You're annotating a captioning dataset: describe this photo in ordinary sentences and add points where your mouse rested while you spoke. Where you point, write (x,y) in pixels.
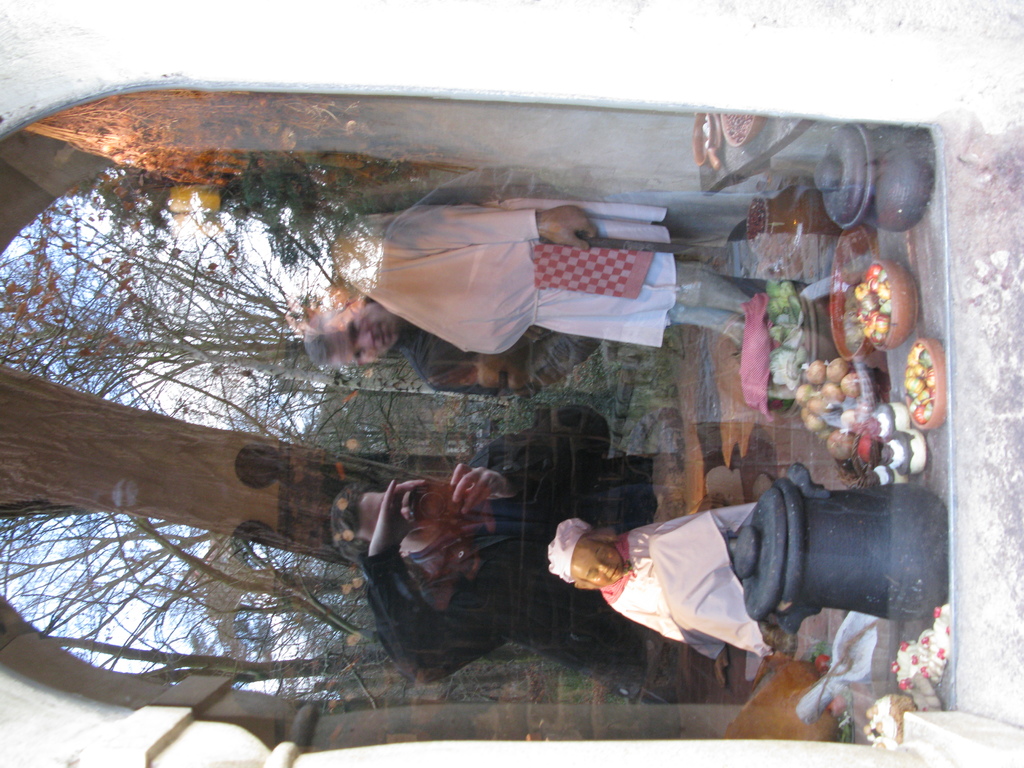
In this image I can see there is a glass window (166,352) and I can see there are few statues (582,576) and utensils (773,525) with fruits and vegetables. There is a reflection (475,473) of two persons (373,502), one clicking images and there are few trees (228,498) in the background (122,450).
